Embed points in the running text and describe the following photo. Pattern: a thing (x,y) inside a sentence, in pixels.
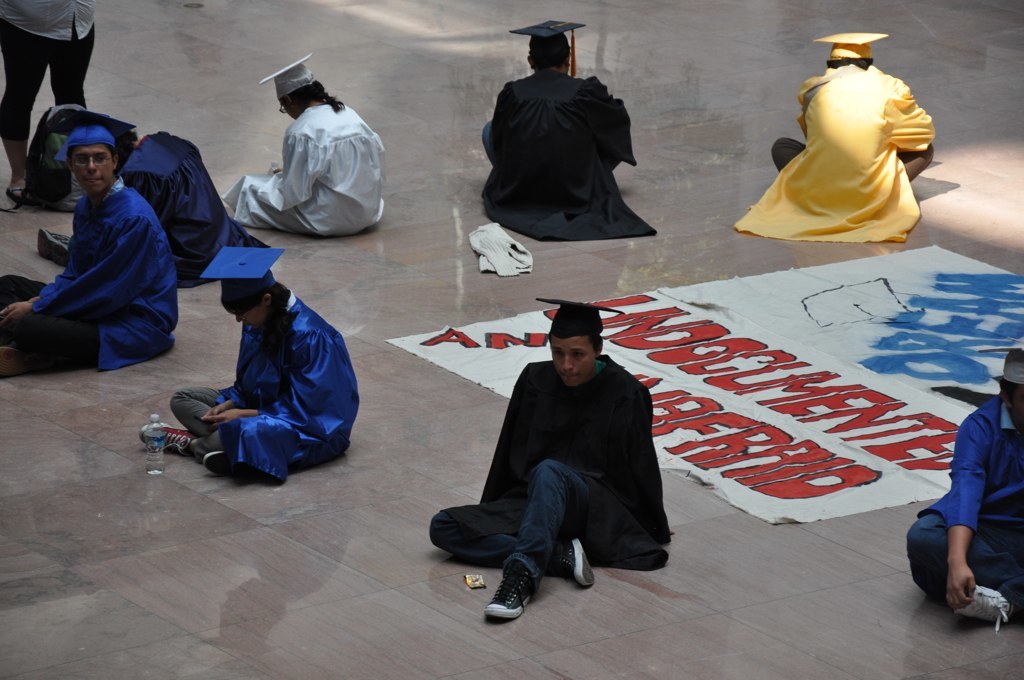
In this image we can see some group of people (86,199) wearing different colors sitting on ground (472,426) and we can see a cloth (774,368) which is arranged on floor (207,358).
